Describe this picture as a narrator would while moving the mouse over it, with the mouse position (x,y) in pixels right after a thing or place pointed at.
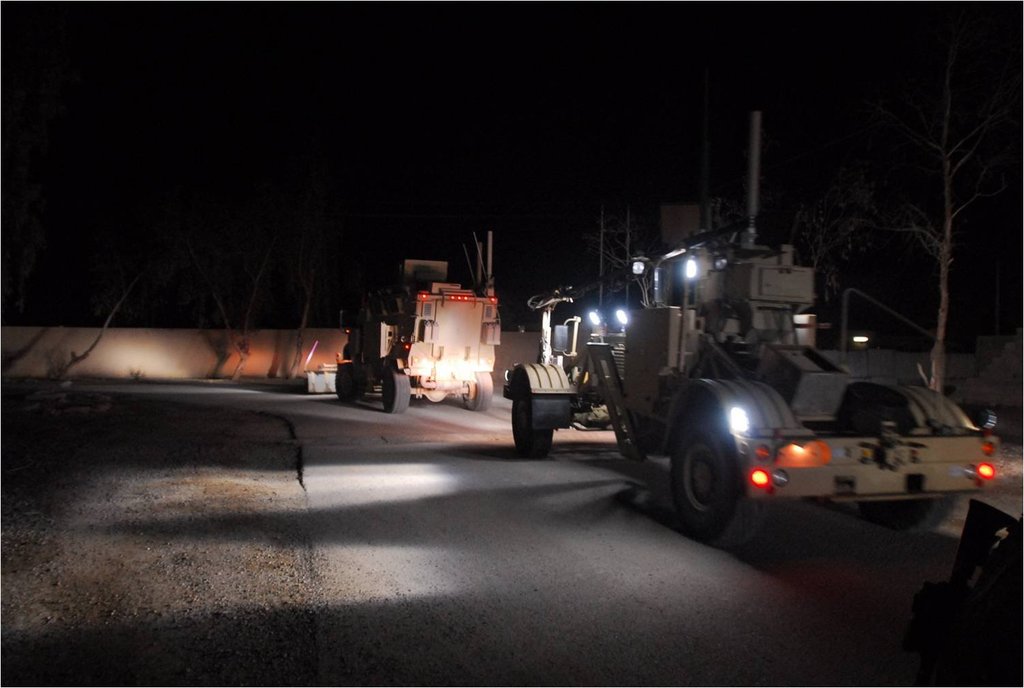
Here we can see vehicles (752,362) on the road (476,602). There are trees (246,344), poles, lights (593,322), and a wall (261,345). There is a dark background (891,85).
